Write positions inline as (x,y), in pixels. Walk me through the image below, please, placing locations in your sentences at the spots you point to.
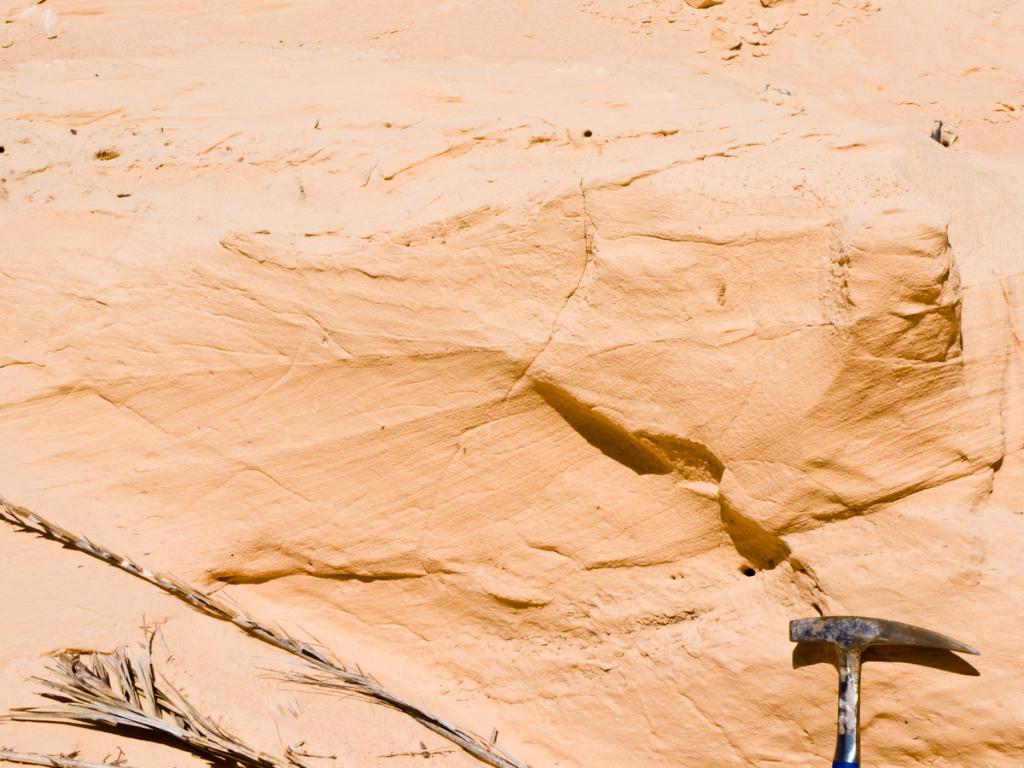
In this image there is a rock (593,616). In the bottom right (836,637) there is a tool (859,660) and in the bottom left (152,716) few leaves (179,735) are visible.
